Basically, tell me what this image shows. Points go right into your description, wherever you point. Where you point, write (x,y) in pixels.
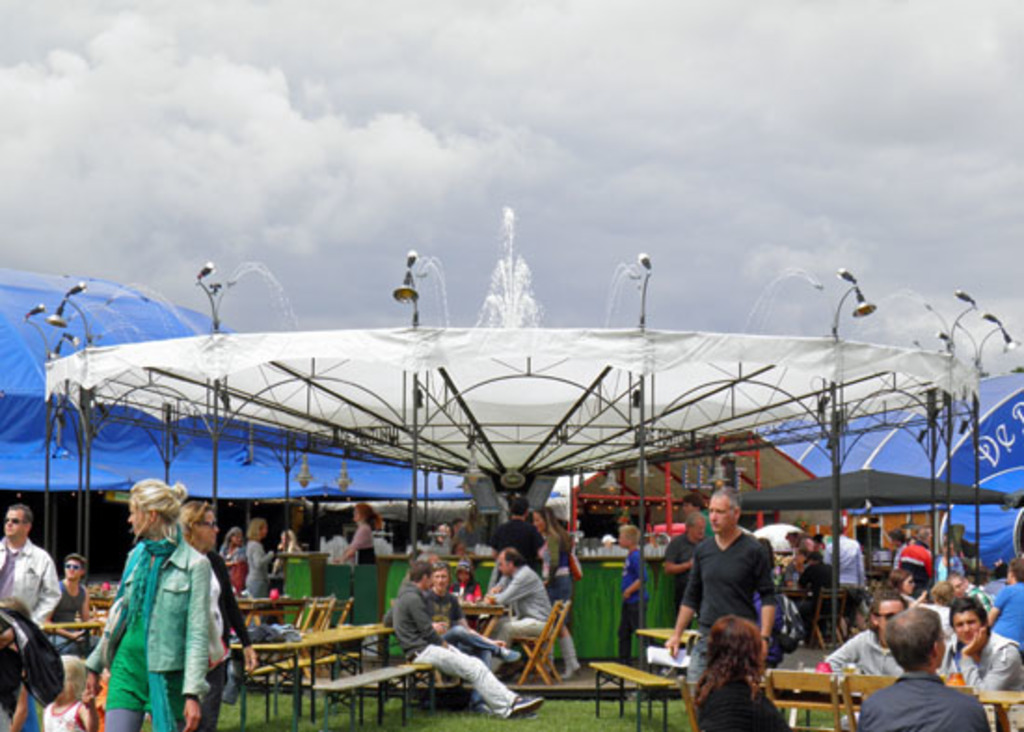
In the center of the image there are people (374,553). There are benches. There is tent (543,401). There is a fountains (499,296). In the background of the image (501,222) there are clouds (271,179).
